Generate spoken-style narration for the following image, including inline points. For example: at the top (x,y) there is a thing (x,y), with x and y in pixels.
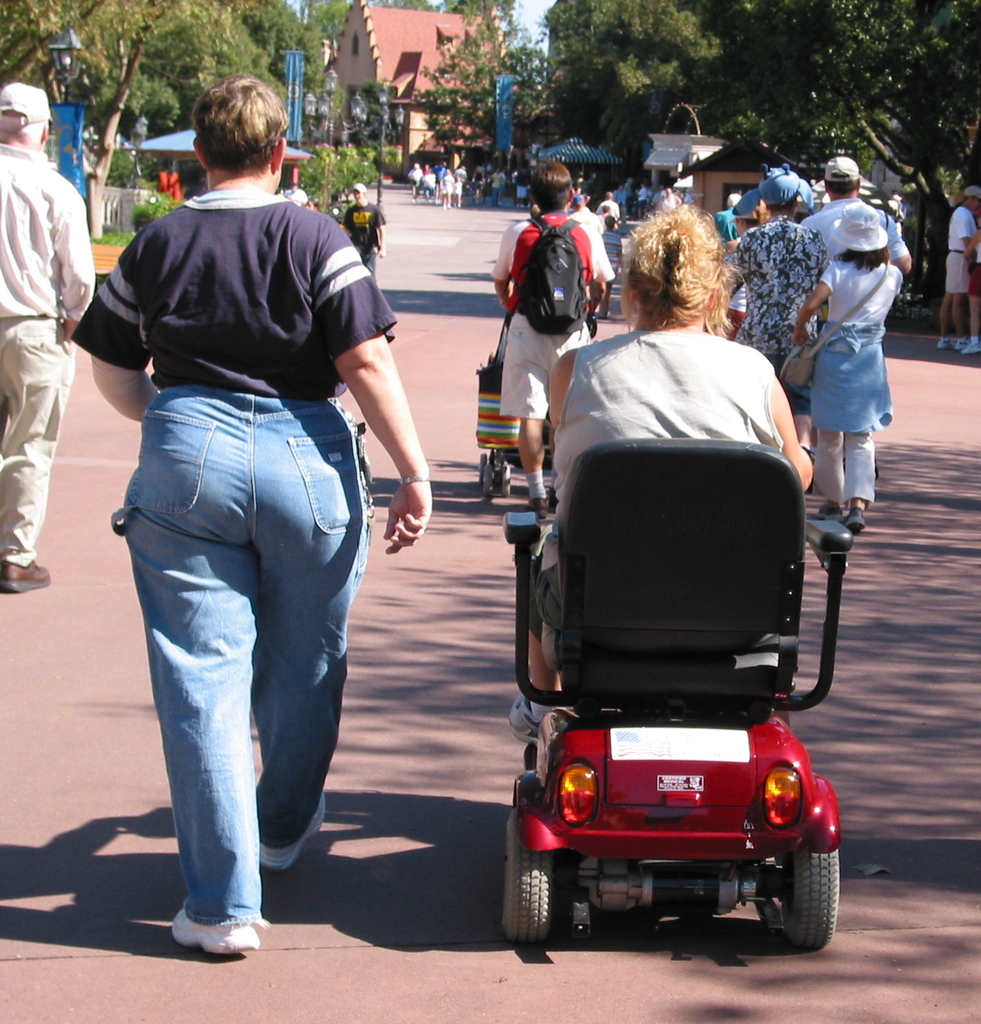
In this picture I can see a person (684,318) on the vehicle (718,599), in the middle (343,552) few people (873,275) are walking on the road (509,634). There are trees (857,128) on either side of this image, in the background (459,136) I can see a building (436,71).
